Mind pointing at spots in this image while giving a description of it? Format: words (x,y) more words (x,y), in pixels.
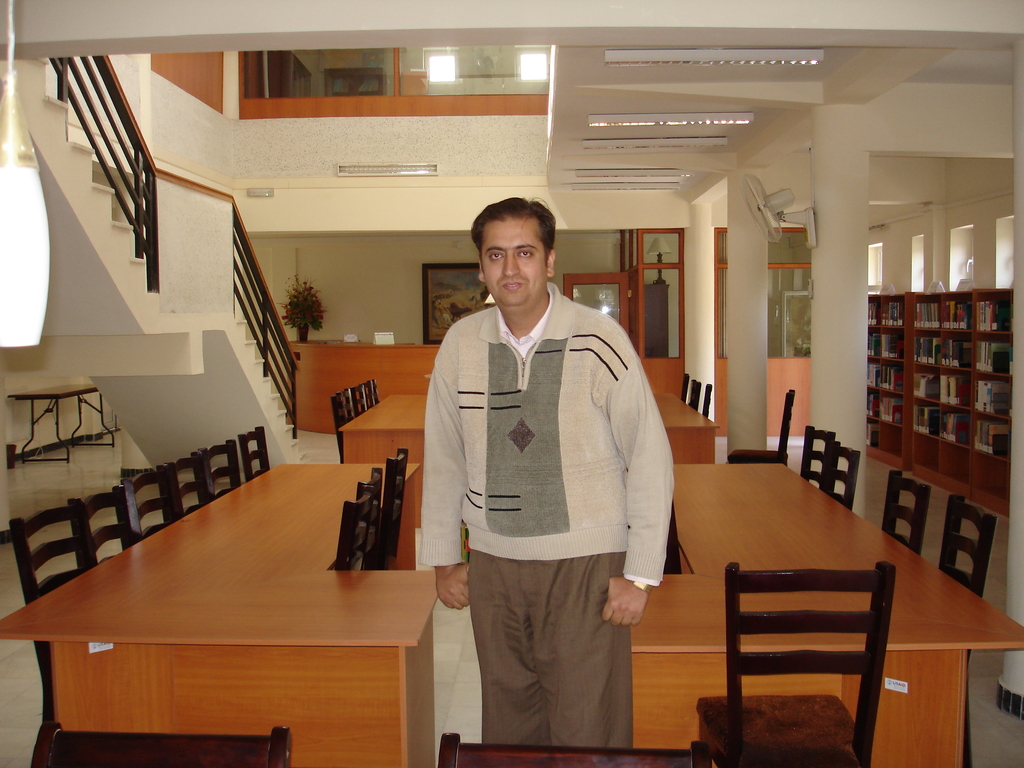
This image is taken indoors. In the middle of the image (521,432) a man (531,425) is standing on the floor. In the background (305,504) there are a few tables (414,511) and there are many empty chairs (810,661). There is a table (329,359) with a flower vase (308,306) on it. There is a wall (456,257) with a picture frame (461,285) on it. There is a door (632,292) and there are a few pillars (762,318). There is a railing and there is a staircase (111,283). There is a table (70,441). There are a few walls (266,141) and there is a fan (796,214) on the pillar (824,259). On the right side of the image (958,373) there are a few shelves (909,368) with many books (956,427) on them. On the left side of the image (40,271) there is a lamp (30,210).
